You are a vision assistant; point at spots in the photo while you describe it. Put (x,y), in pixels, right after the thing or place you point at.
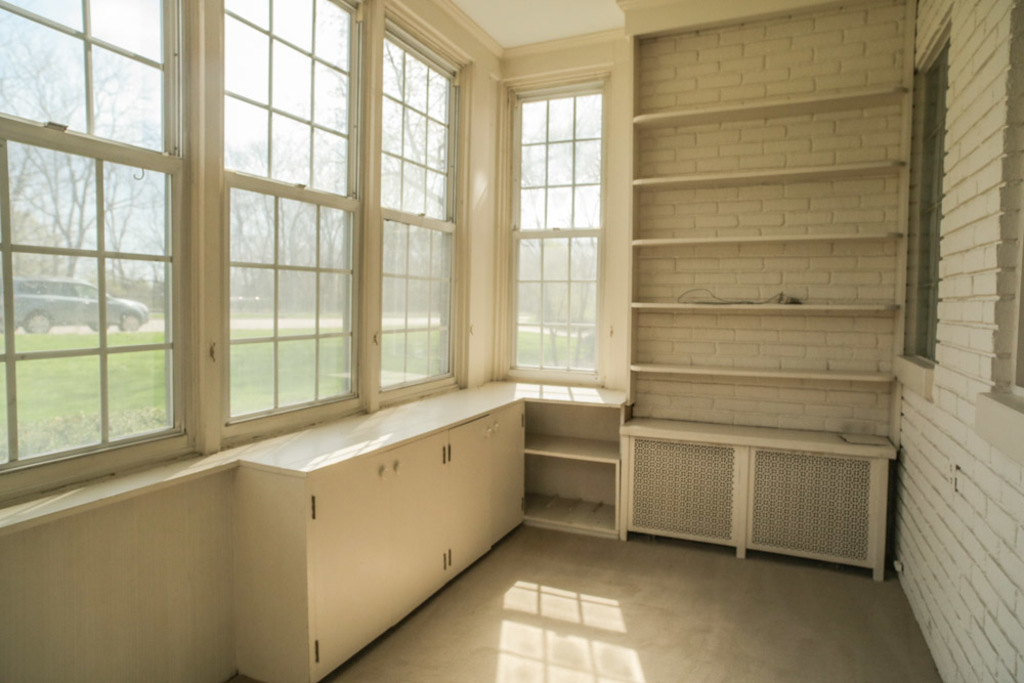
In this picture we can see a few cupboards (399,429) and shelves (551,425). We can see an object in one of the shelves (763,309). We can see a few glass objects (84,284). Through these glass objects (265,341), we can see some grass (129,356) on the ground (73,384). There is a vehicle (35,297) visible on the road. We can see a few trees (0,229) in the background (411,169).
